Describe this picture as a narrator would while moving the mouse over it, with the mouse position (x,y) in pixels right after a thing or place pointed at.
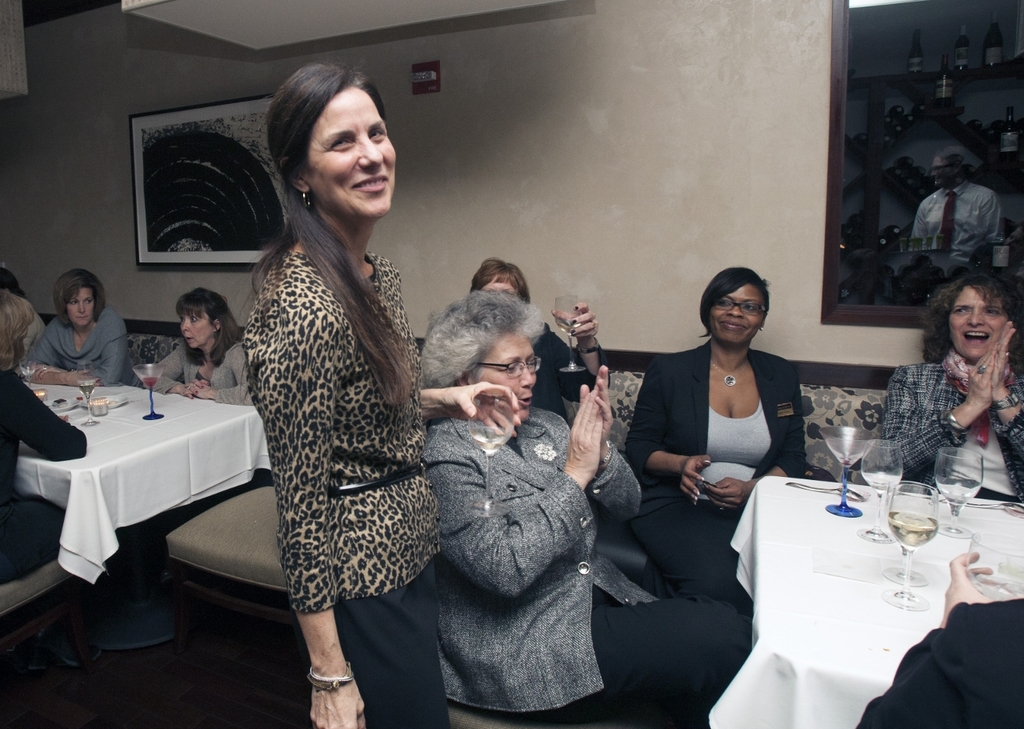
In this picture, we see many people (554,345) sitting on sofa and laughing. In front of them, we see table (843,607) on which paper (844,551), glass (846,486), spoon (861,496) are placed on it and in front of the picture, woman (276,389) in leopard-print top (337,373) is standing and she is smiling. Behind her, we see a wall (482,117) on which photo frame (200,195) is placed.
